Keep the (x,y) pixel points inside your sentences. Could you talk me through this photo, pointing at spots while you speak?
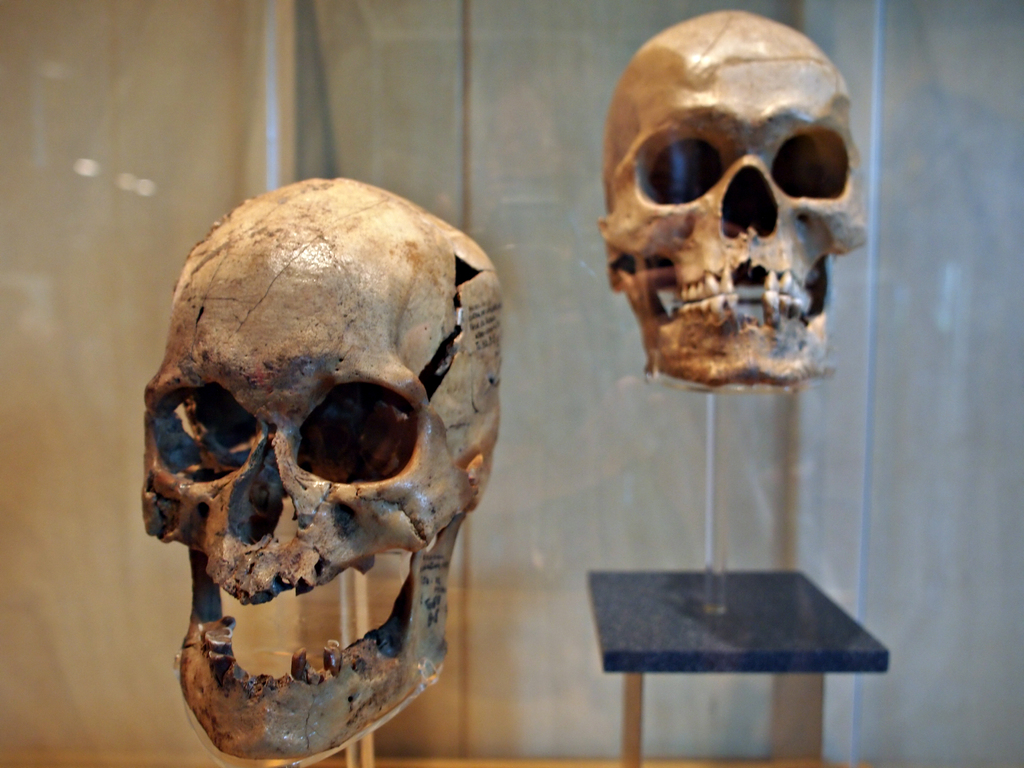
In this picture we can see the skeleton faces (620,226) and stand (681,602). In the background of the image (362,94) we can see the wall (48,209).
